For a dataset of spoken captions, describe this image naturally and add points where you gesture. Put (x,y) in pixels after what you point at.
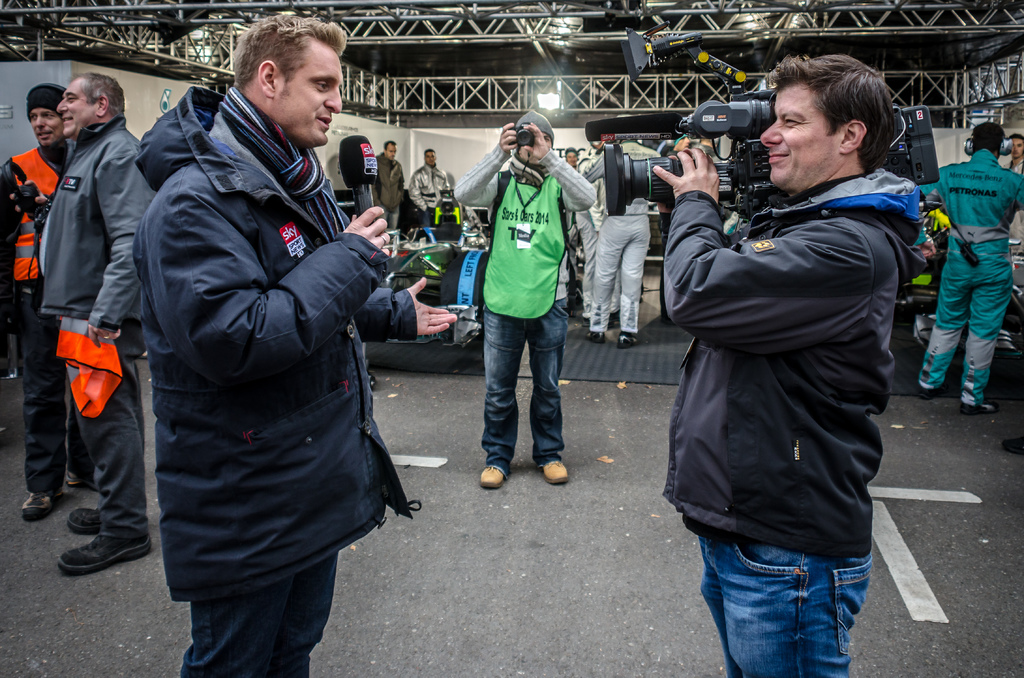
In this image I can see there is a man (262,227) standing, he is wearing a jacket (388,291) and holding a microphone (361,190) and there are few other people (574,188) standing and holding cameras (666,186). There are few more persons (107,102) in the backdrop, there are lights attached to the ceiling (422,65).
